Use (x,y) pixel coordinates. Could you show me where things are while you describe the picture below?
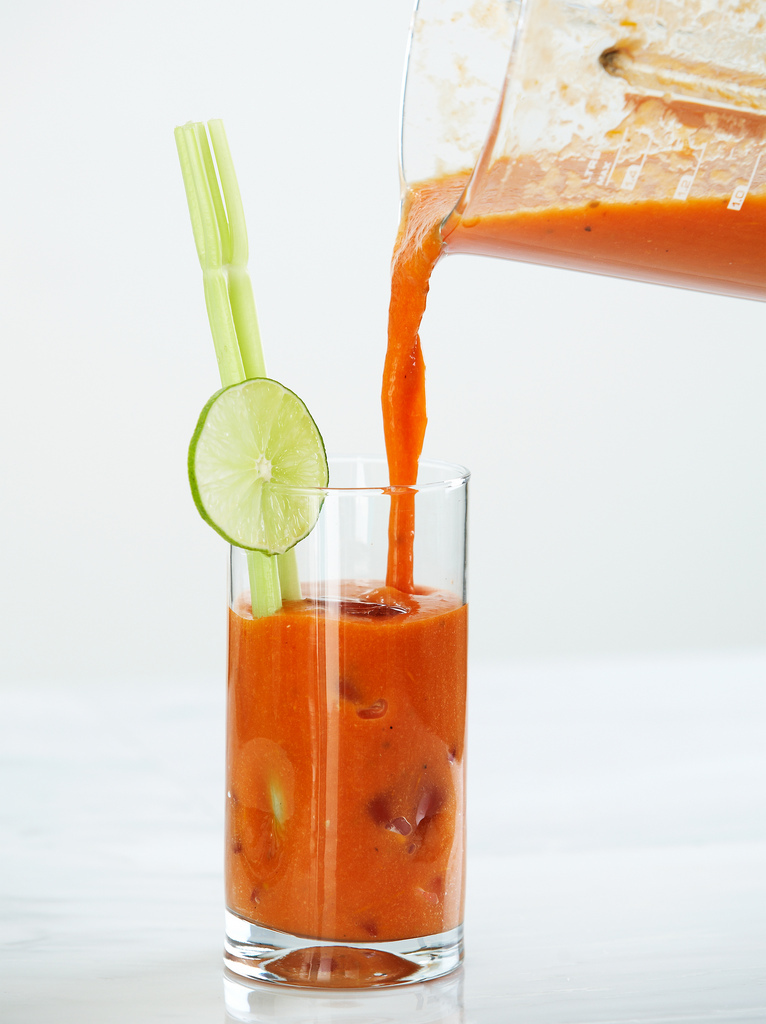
In this image, I can see a glass (326,720) with juice (391,800), stems (226,370) and a lemon slice (287,464), which is on an object (541,963). In the top right corner of the image (561,187), I can see a jar (587,157) with juice (484,199). There is a white background (114,641).
